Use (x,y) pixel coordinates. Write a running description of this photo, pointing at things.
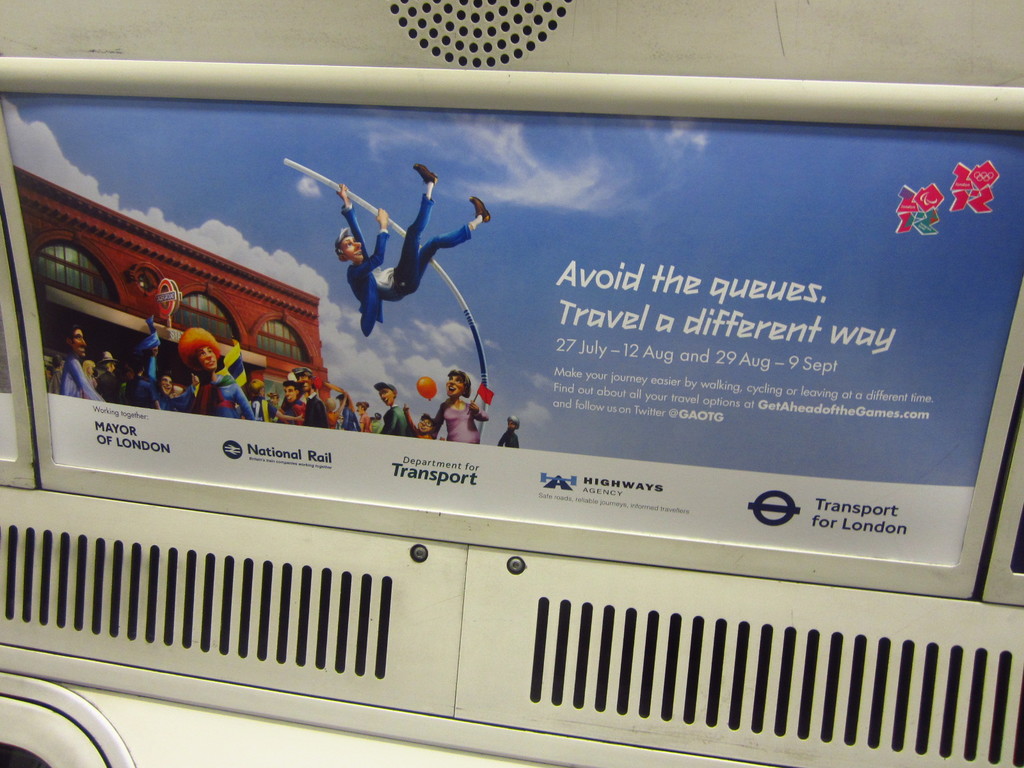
In the center of the image (403,261) we can see an advertisement (442,260) to the wall (407,604). In the background (461,42) there is speaker (494,20).
